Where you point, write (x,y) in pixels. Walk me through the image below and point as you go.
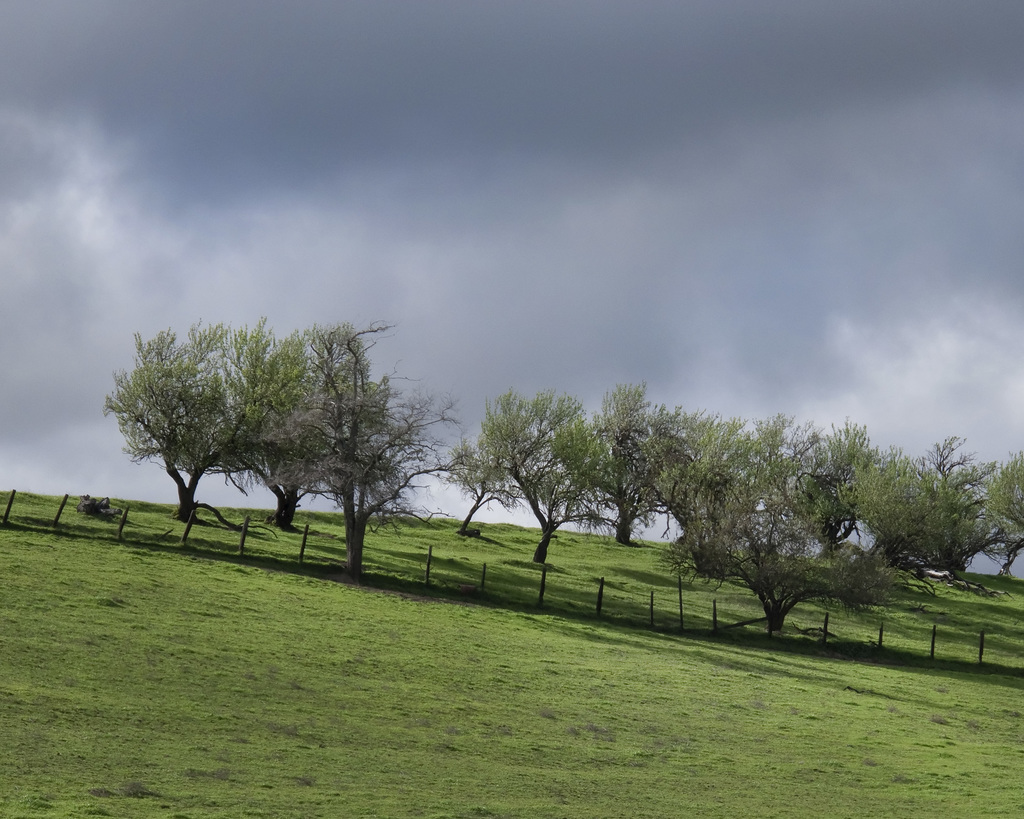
These are the trees (575,496) in the middle (548,500), in the down side it's a grass (587,750) at the top (494,115) it's a cloudy sky (713,164).
